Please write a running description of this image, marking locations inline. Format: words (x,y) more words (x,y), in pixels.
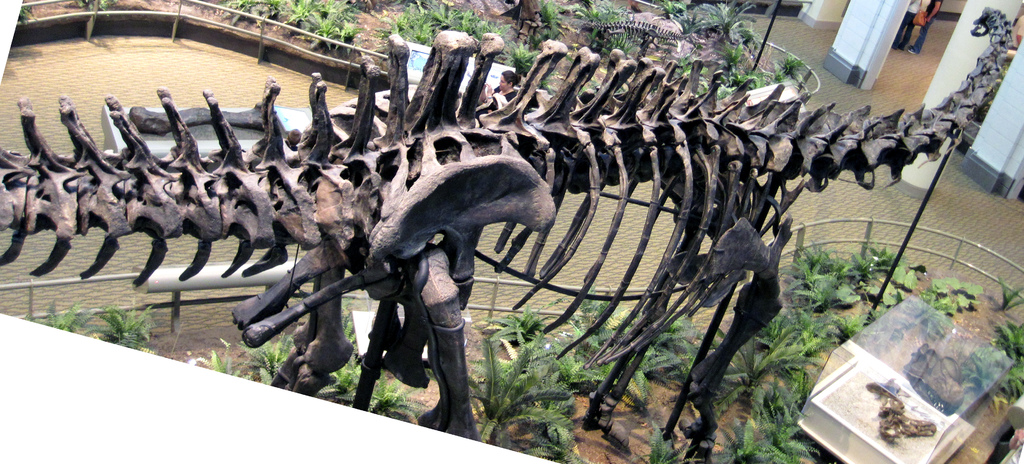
In this image we can see a skeleton (402,164) of an animal (357,168) and we can also see plants (894,257), railing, pillars (971,24) and people (935,17).
